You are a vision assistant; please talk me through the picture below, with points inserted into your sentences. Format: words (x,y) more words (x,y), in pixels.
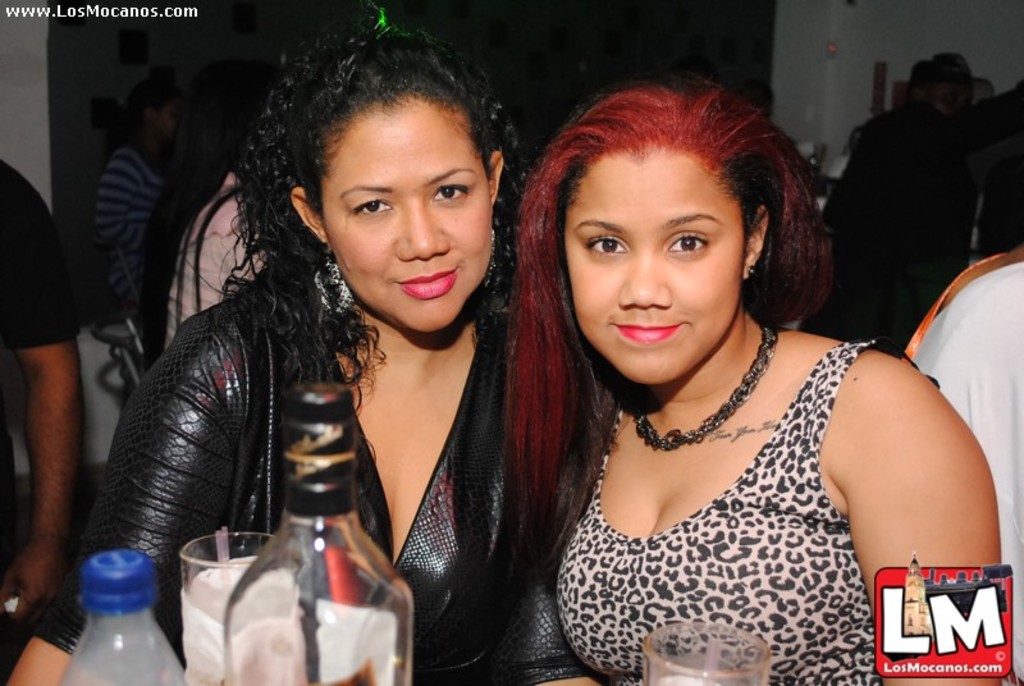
Two ladies (536,546) are sitting. One is wearing black dress (454,528), The other is wearing black and white dress (695,530). There are some items (304,614) like bottle (138,631), glass (683,637) in front of them. Behind them there are some people (924,197) standing.
